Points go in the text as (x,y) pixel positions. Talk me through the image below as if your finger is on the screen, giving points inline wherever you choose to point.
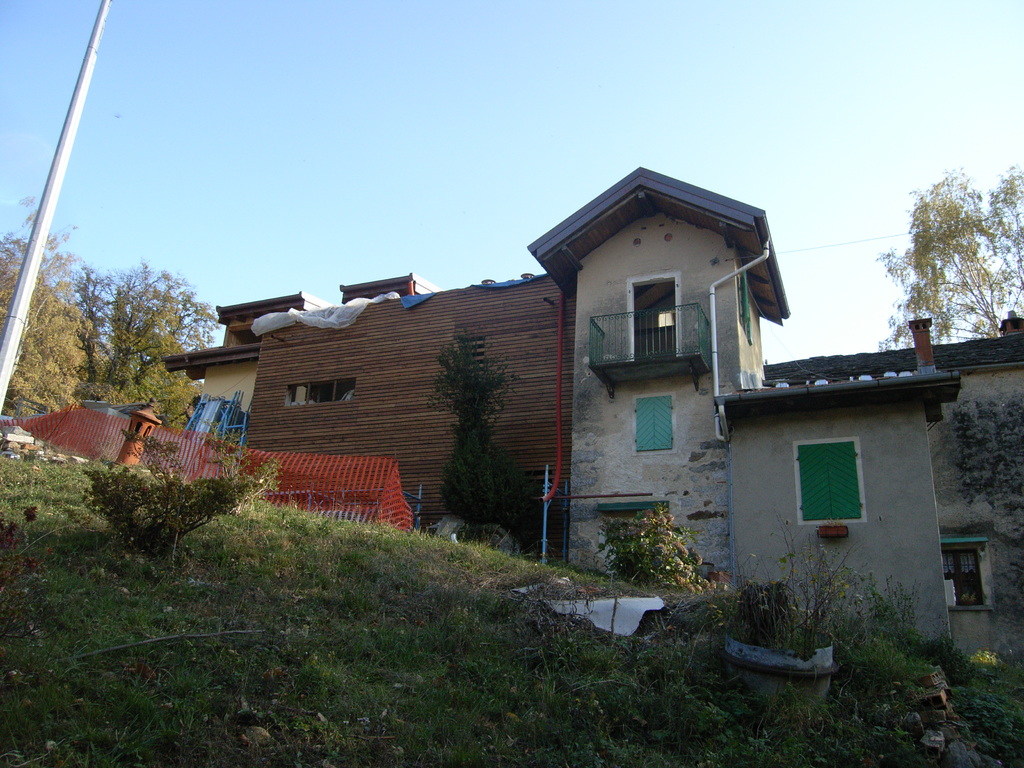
In the picture I can see a greenery ground (469,679) which has few plants (192,509) on it and there is a red color fence (99,427), a pole (16,328) and trees (43,324) in the left corner (57,331) and there is a building (690,430) in the background (630,434).
